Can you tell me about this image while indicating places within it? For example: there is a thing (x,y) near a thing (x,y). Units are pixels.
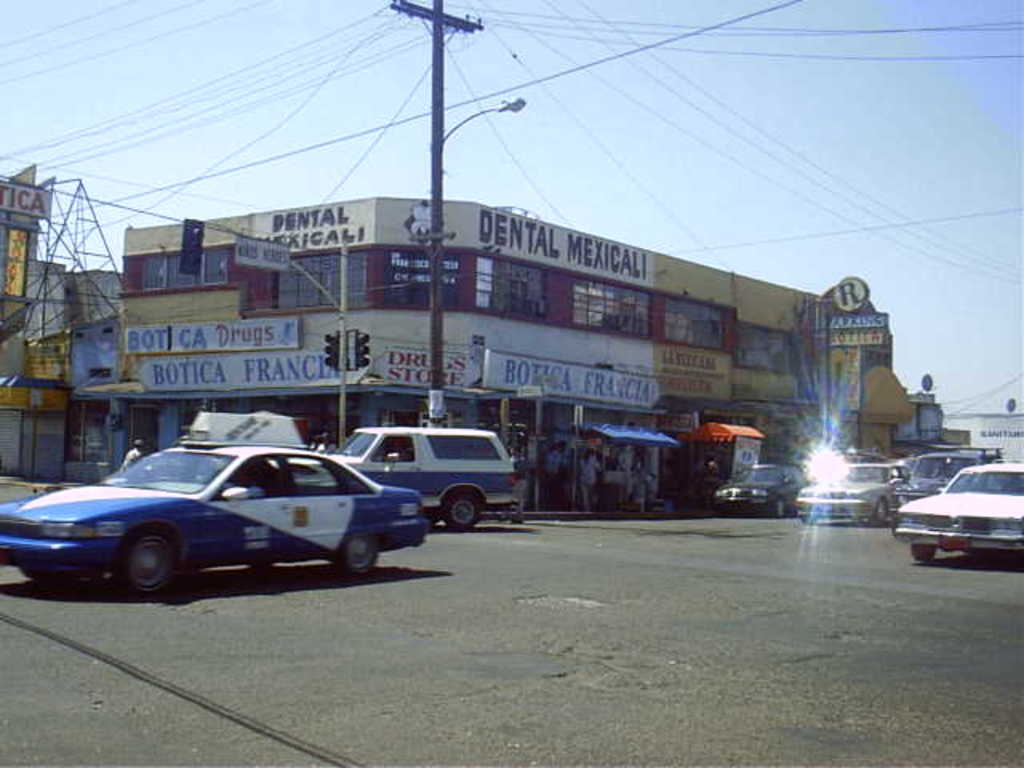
At the bottom of the image (547,623) there is road (662,552). There are vehicles (470,517) on the road (370,586). In the background of the image (60,420) there is a building (272,288). There is a electric pole (427,14) with wires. At the top of the image (719,98) there is sky (466,88).
